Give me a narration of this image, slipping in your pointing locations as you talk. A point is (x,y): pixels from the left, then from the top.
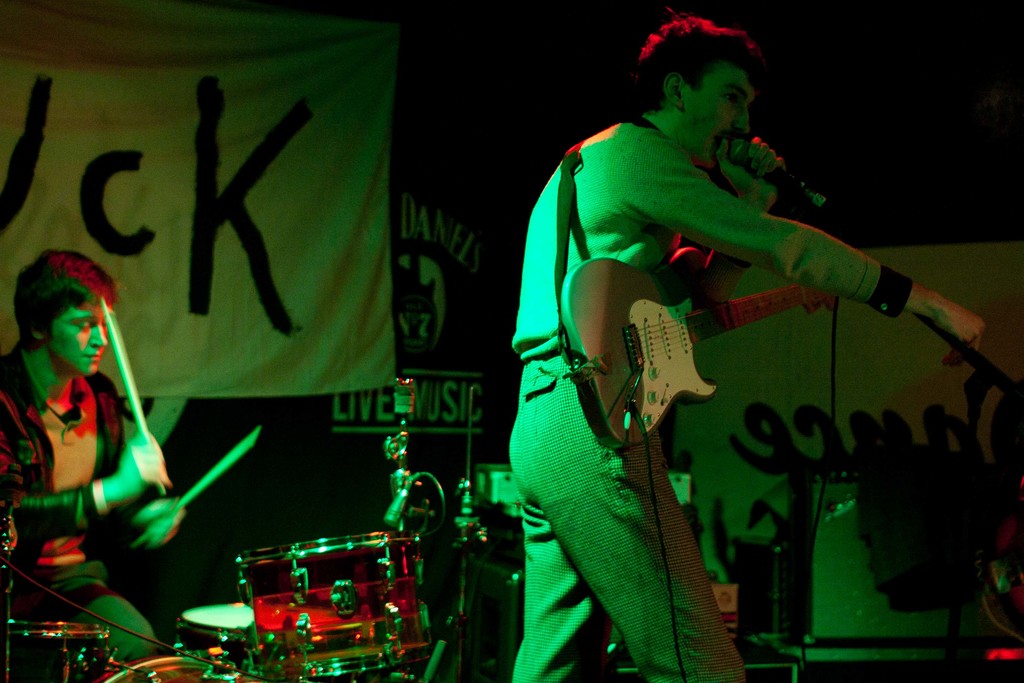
In this image there is a person (553,346) wearing a guitar (611,343) and he is holding the mike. Around him there are some musical instruments (305,653). Behind him there is a person (78,440) playing a musical instrument (88,650). In the background of the image (40,10) there are banners (349,415).
